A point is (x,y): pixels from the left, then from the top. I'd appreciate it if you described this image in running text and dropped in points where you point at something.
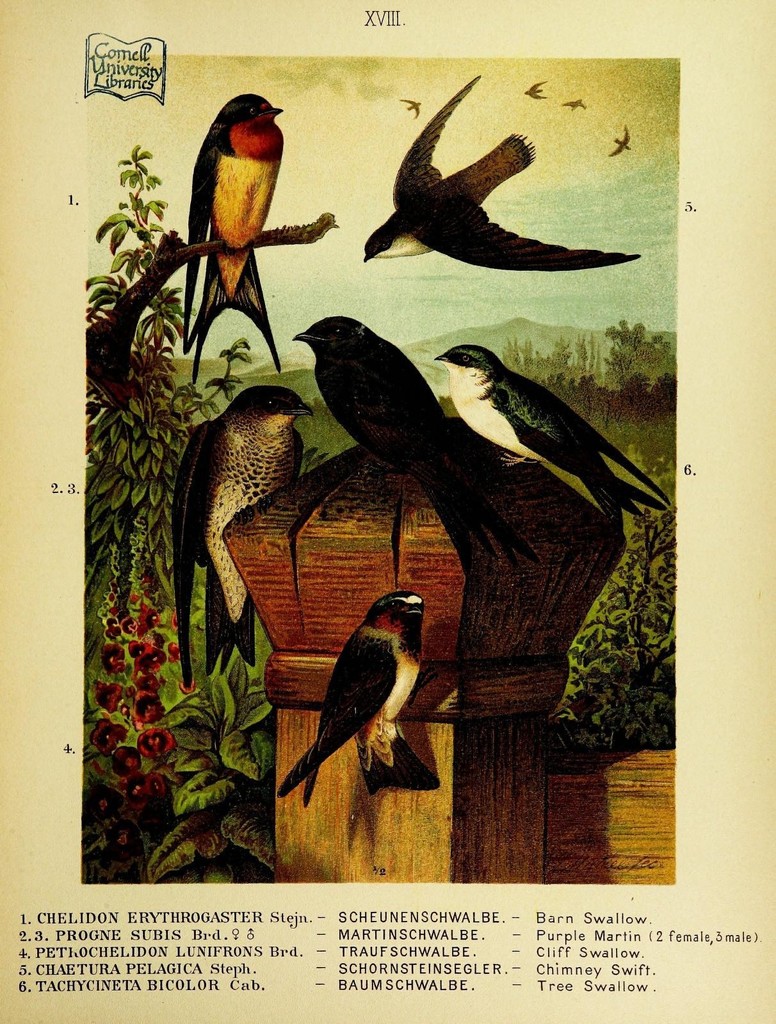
It is a page (121,688) inside a book (197,362) and there are pictures (249,592) of birds (296,464) in the page (397,422) and below the pictures (111,847) there is some information (388,934) mentioned.
